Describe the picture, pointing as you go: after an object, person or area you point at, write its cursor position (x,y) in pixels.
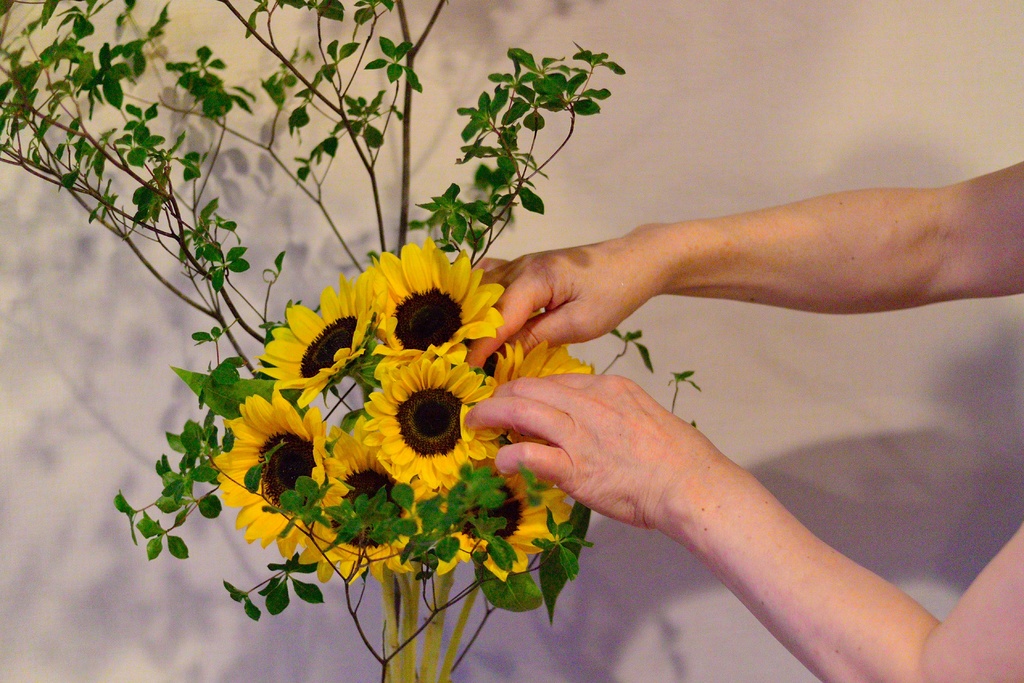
In the picture we can see a plant (25,123) with some yellow color flowers (352,349) to it and a person's hand (643,262) holding it.
